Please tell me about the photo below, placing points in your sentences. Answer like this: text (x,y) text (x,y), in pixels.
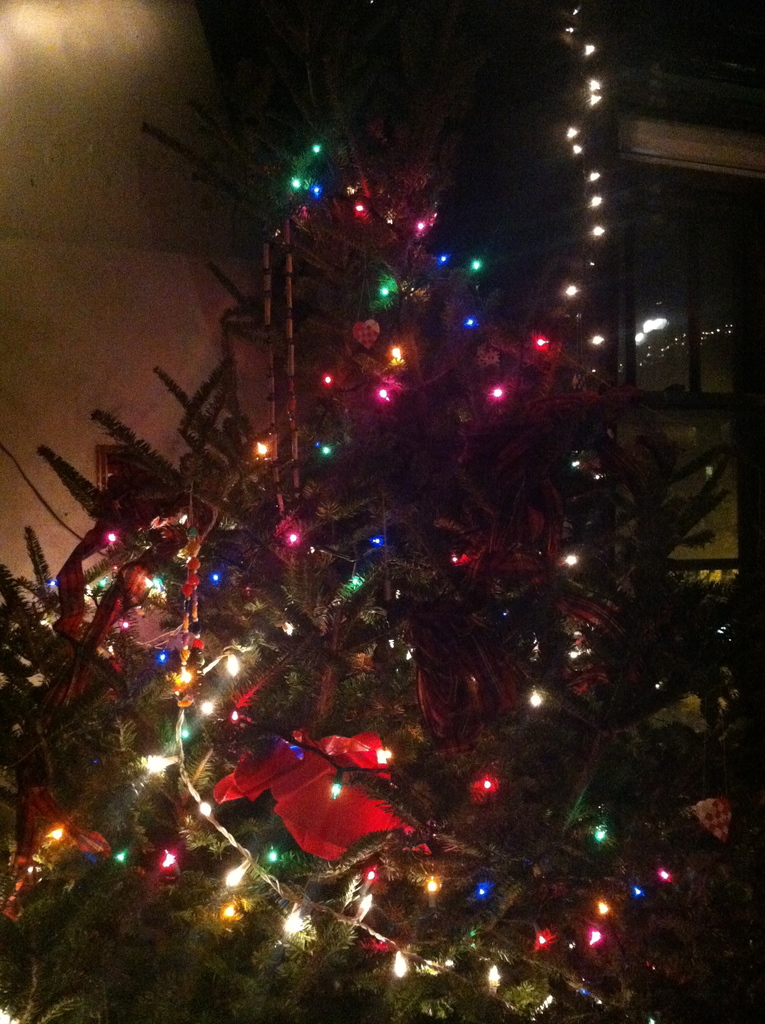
In this image there is a tree (301,445) decorated with rope lights (168,854) and some decorative items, and in the background (128,309) there is wall (57,222).
